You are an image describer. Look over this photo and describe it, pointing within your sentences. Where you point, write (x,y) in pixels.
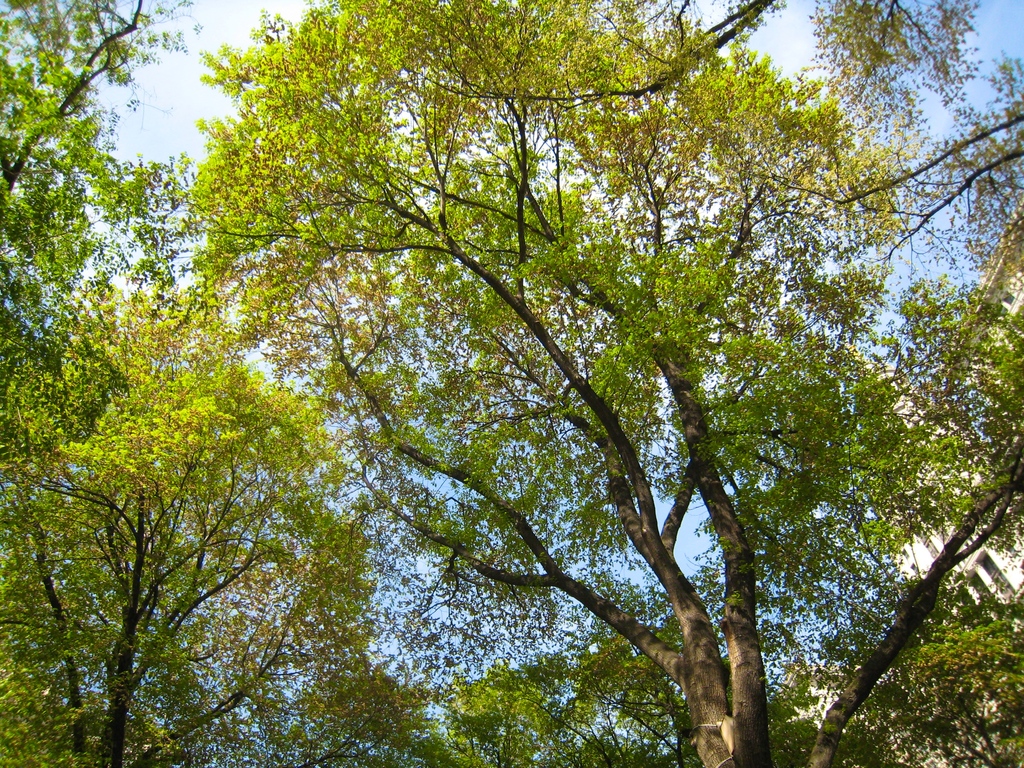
In this image I can see trees (358,391) and there is sky (185,136) at the top (149,135).
